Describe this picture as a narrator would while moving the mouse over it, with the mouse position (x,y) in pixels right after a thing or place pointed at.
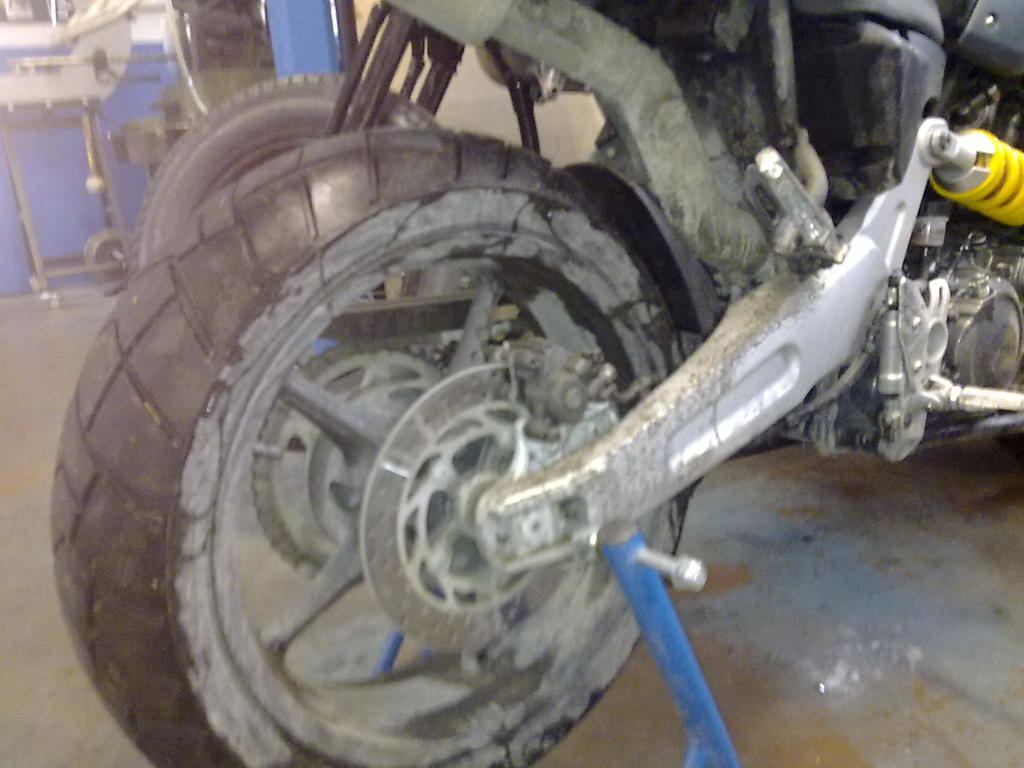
In this image we can see a tire (220,446) of a vehicle (666,418) which is placed on a stand (678,663).
